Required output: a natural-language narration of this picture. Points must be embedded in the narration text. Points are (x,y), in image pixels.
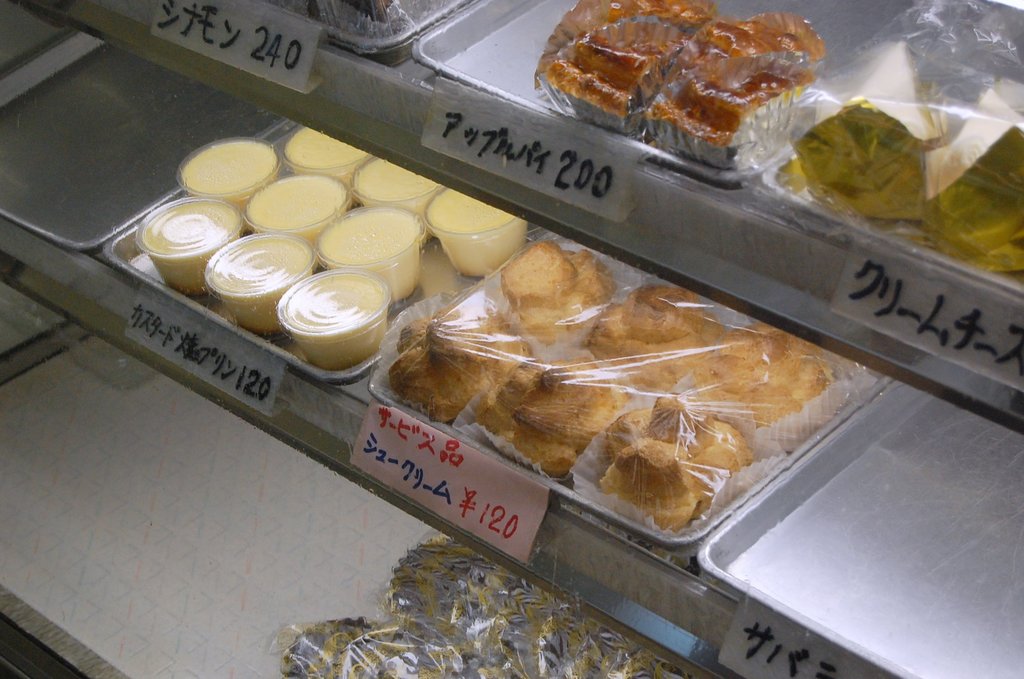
In this image, we can see some shelves (932,627) and some food items (583,428) in containers (390,261). We can also see some labels (451,439) with text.
